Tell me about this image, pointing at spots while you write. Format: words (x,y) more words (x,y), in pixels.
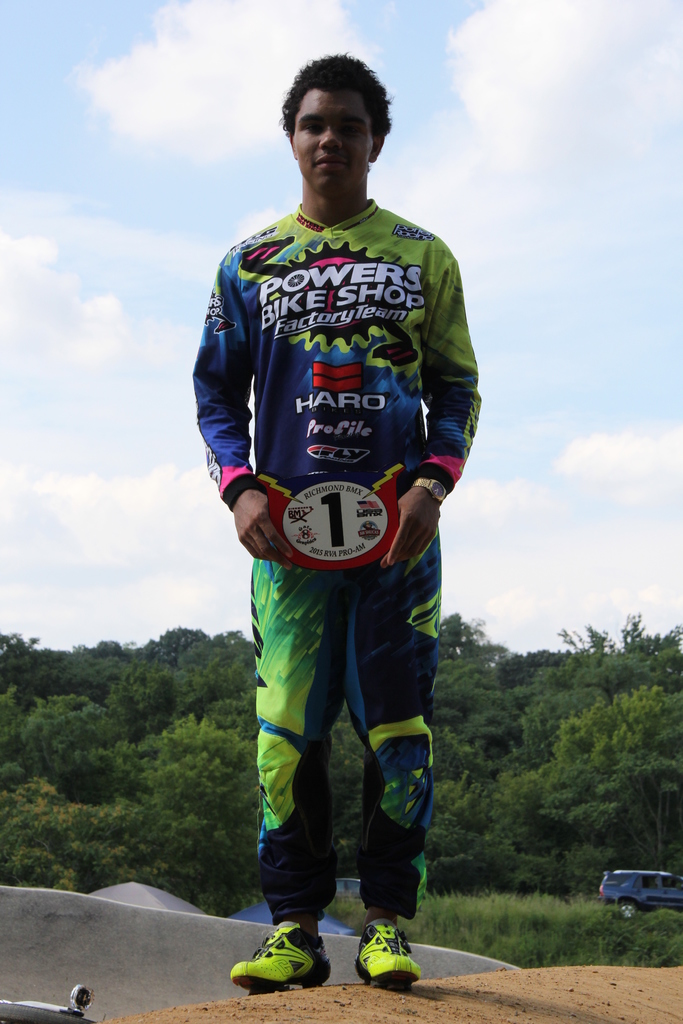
The man (239,456) in front of the picture is standing. He is holding a small board (356,558) which is in white and red color with some text (358,509) written on it. At the bottom (364,1003), we see the sand (372,993) and the road (212,964). Behind him, we see the tents (150,900) in white and blue color. On the right side (673,902), we see a blue color car (613,889). There are trees (457,799) in the background (507,829). At the top (263,215), we see the sky (478,178) and the clouds (475,105).
